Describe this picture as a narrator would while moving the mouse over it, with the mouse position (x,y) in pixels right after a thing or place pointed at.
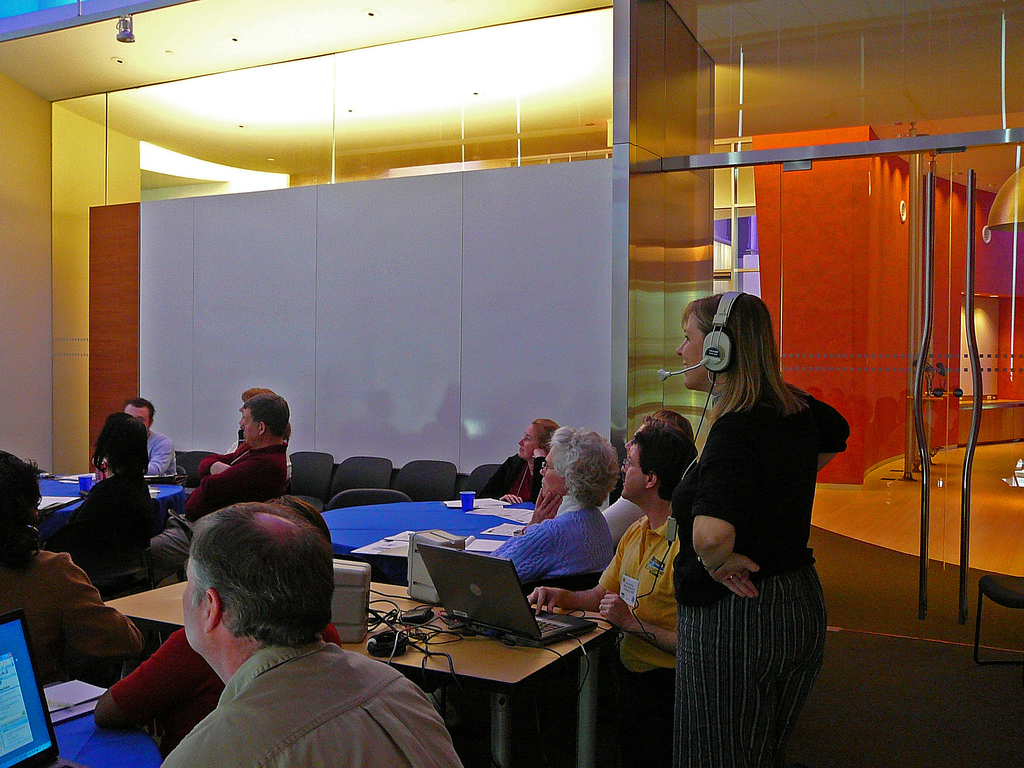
This is the picture of a room (504,451) where we have some group of people (300,508) sitting on the chairs (141,579) and there are tables (380,597) on which there are two laptops (467,609) and a lady (723,574) standing in front of them.
